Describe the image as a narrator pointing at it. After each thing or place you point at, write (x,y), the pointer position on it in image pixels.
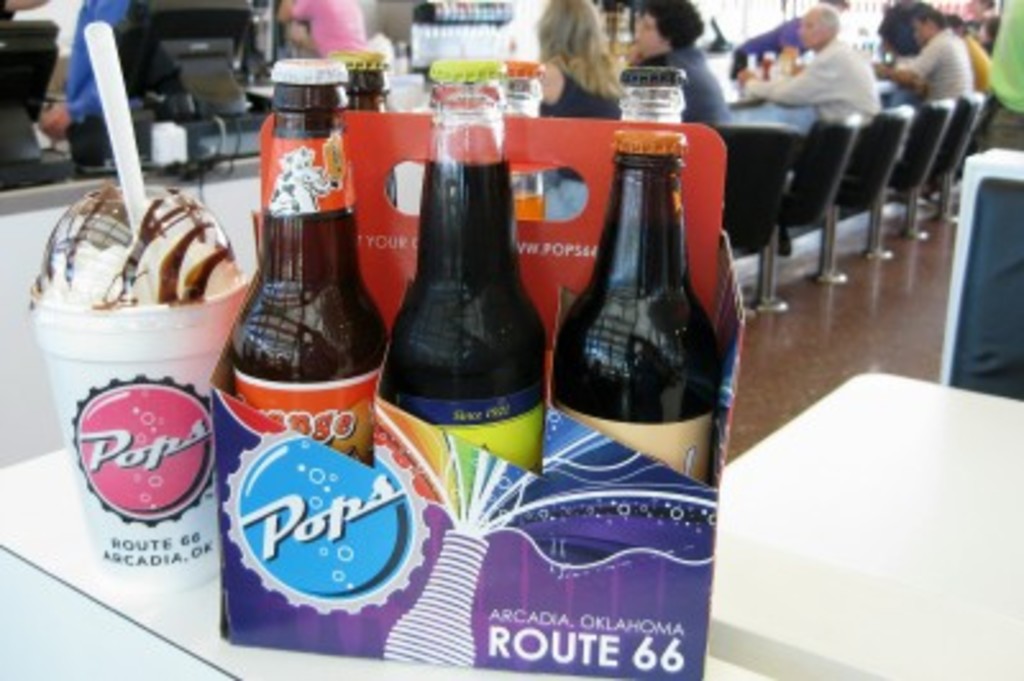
This picture shows a pack of six bottles (454,377) on the table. Beside, there is a cup (113,357) with some drink (146,241) here and a straw (125,115) inserted in it. In the background (740,200), there are some people (764,105) sitting in the chairs (885,123) in front of a desk (747,105). There is a monitor (180,68) here.
